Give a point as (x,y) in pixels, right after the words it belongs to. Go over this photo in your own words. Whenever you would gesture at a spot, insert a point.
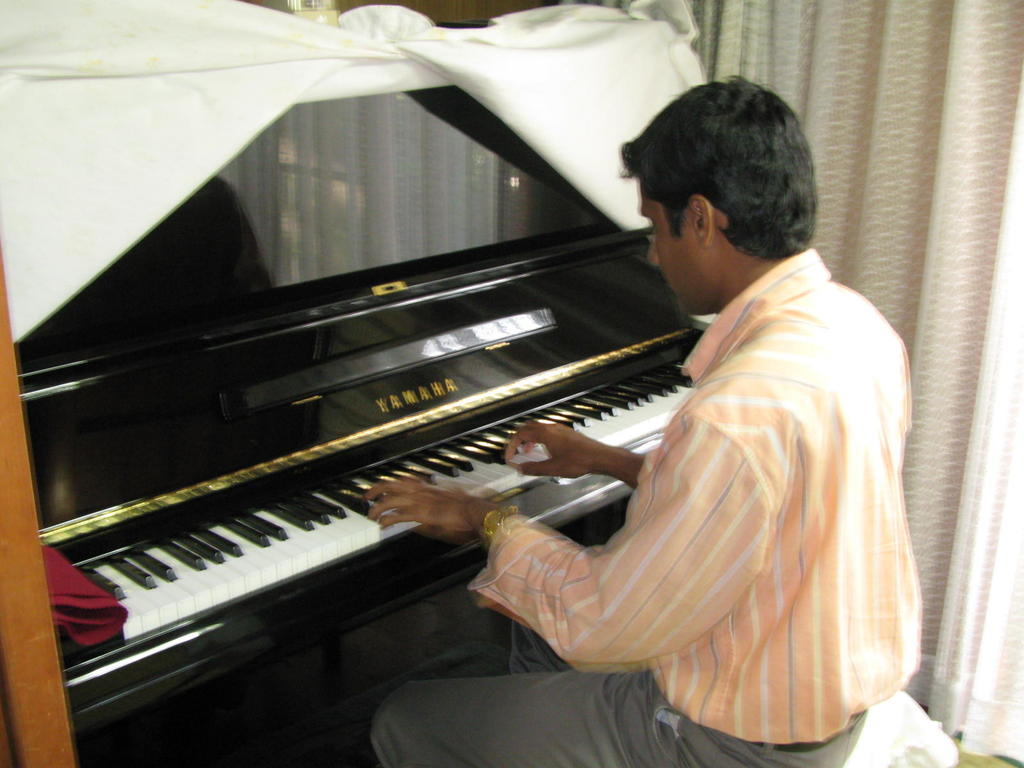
The person (858,565) is sitting in a chair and playing piano (428,408) which has Yamaha written on it.
